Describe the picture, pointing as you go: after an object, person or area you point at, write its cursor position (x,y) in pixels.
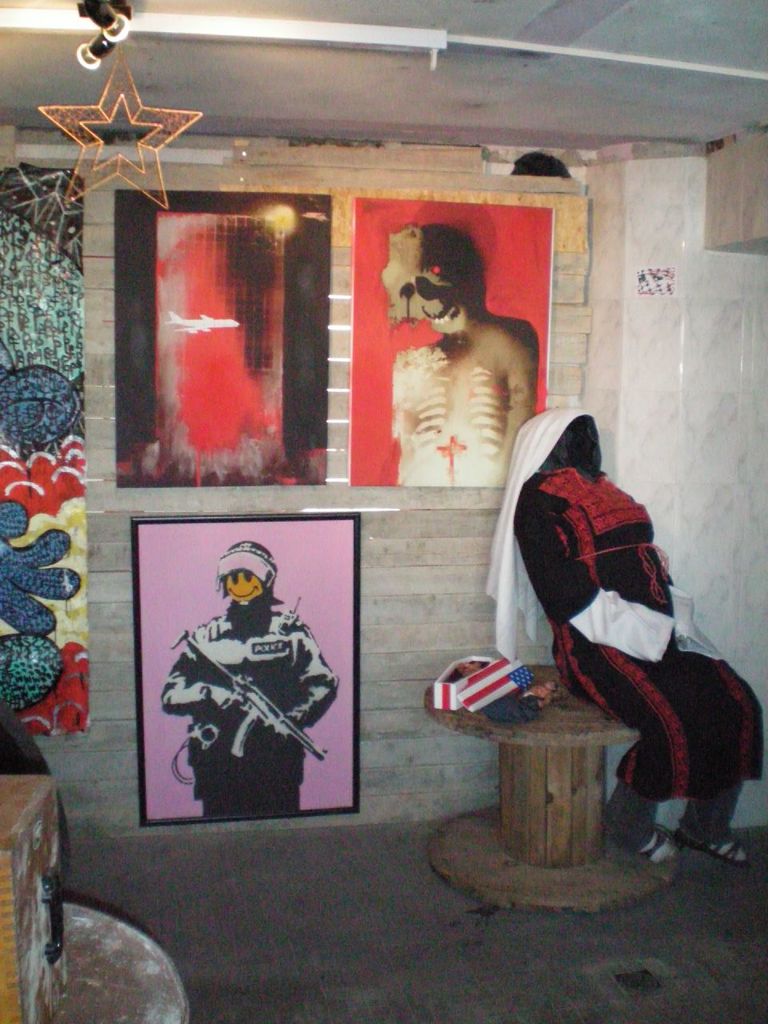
This image is taken indoors. At the top of the image (396,57) there is a roof (333,79) and there is a light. At the bottom of the image (449,959) there is a floor (330,885). On the left side of the image (108,947) there is a table (90,965) with an object (14,857) on it. In the background (285,441) there is a wall (628,429) with paintings (299,394) on it. On the right side of the image (614,716) there is a depiction of a human (602,612) sitting on the stool (589,797).
